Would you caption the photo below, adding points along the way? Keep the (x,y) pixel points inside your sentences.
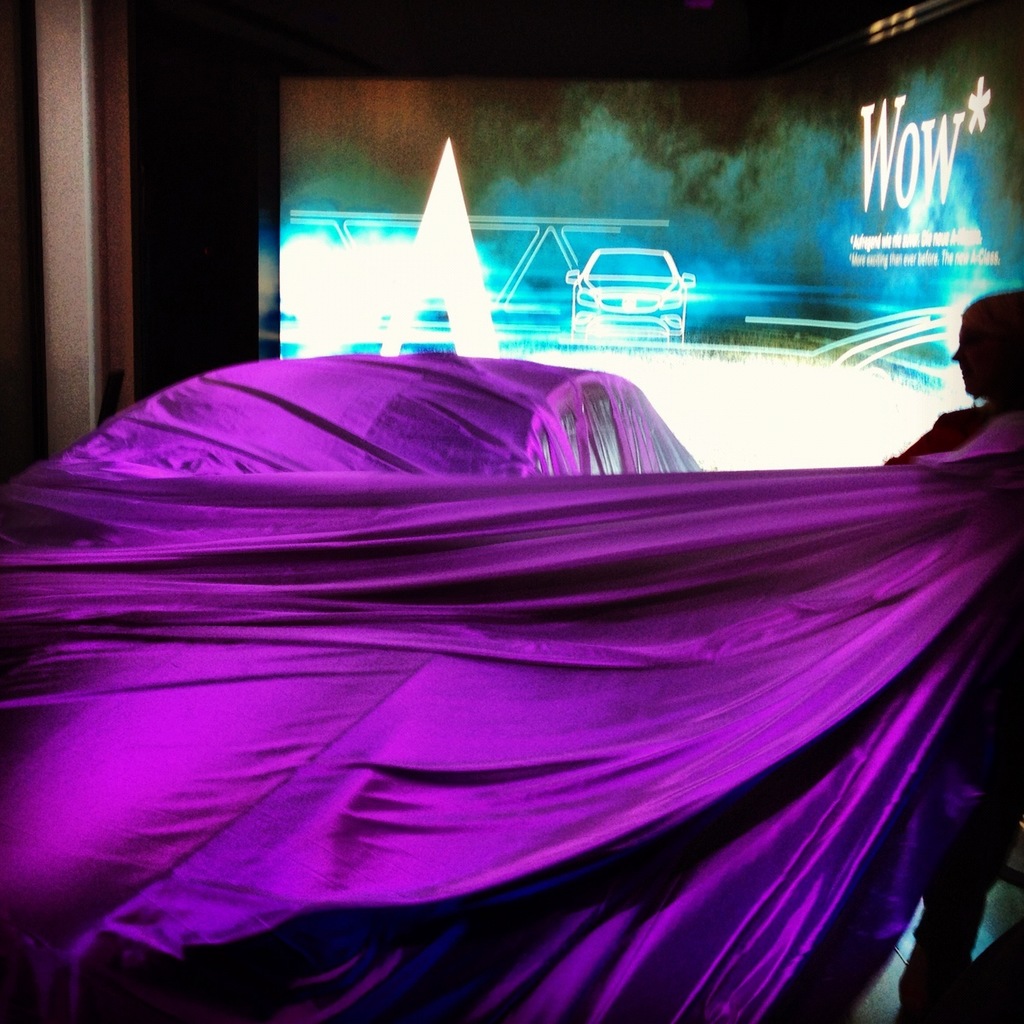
In the picture we can see a man (926,962) standing and pulling the cloth (636,607) which is on the car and in the background (526,249), we can see the screen (815,247) with an advertisement (773,329) of the car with lights (415,295).
